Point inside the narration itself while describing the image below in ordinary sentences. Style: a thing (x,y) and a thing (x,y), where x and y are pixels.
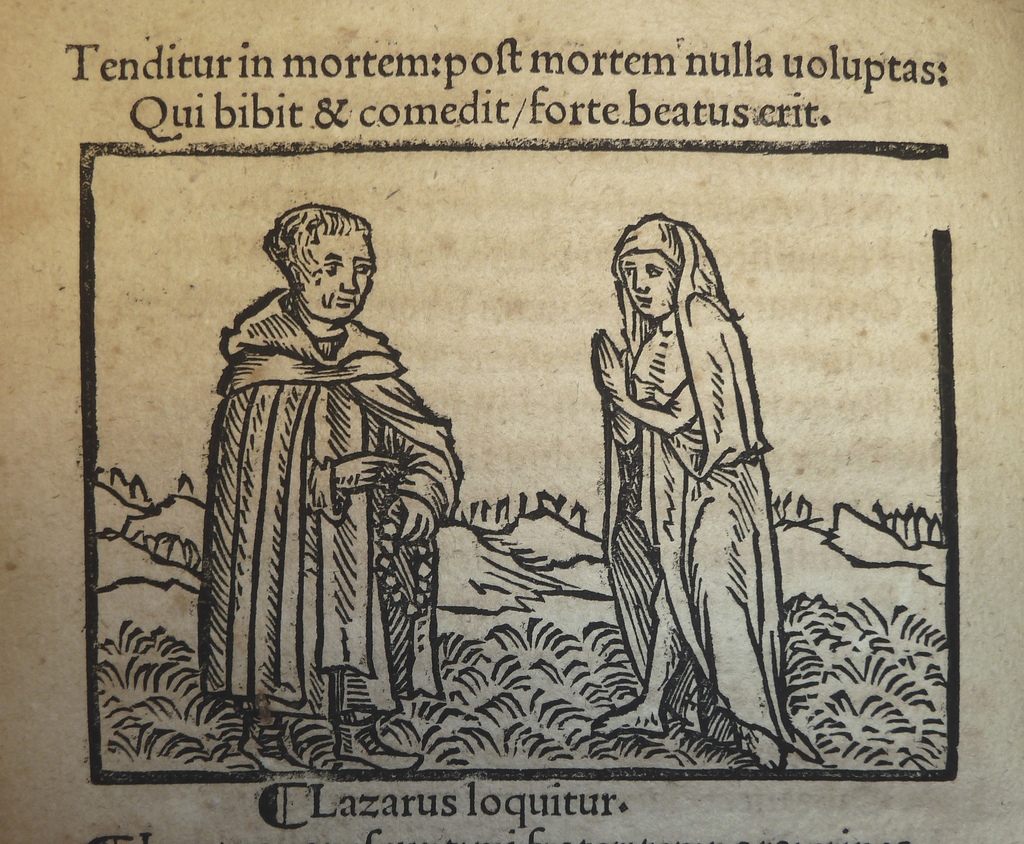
In this image we can see drawing (373,527) and text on a paper (613,737).
